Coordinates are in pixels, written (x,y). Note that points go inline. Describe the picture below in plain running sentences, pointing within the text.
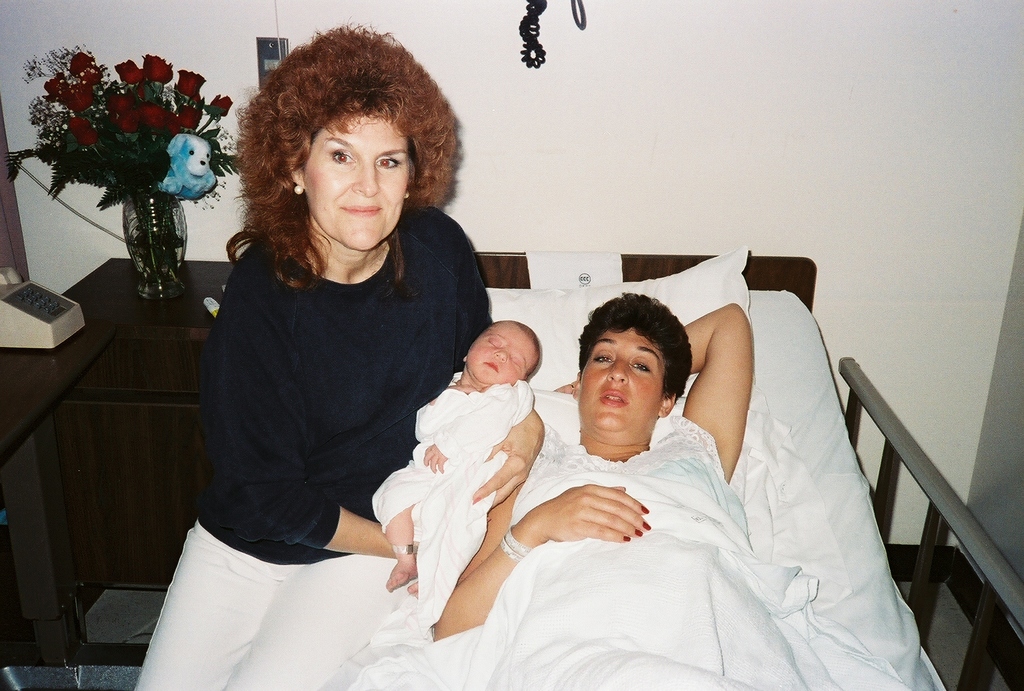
This woman (614,501) is laying on this bed (654,669). This woman (349,542) is sitting and holding a baby (452,424). On this table (78,350) there is a telephone (45,292) and flower vase (160,251).
